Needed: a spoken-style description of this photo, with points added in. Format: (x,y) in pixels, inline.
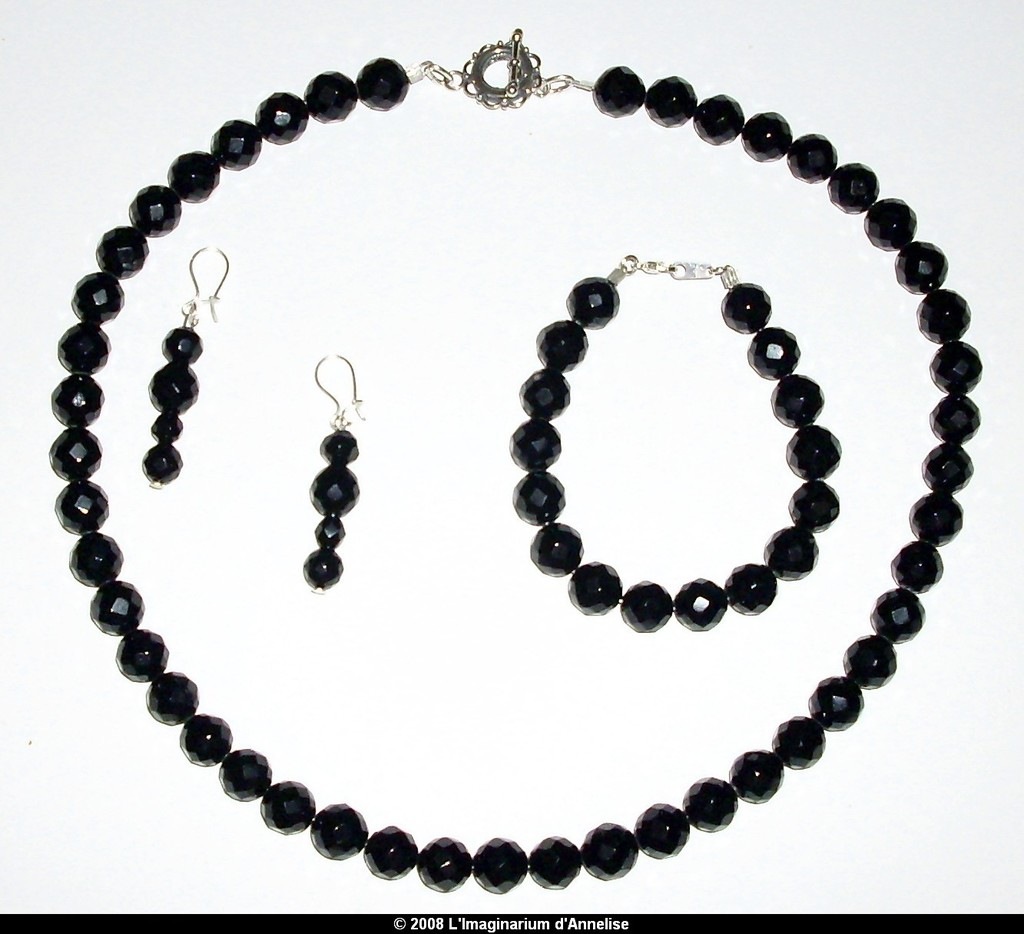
In the center of the image (537,397) we can see one necklace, bracelet (578,579) and earrings (157,383), which are in black color. In the bottom of the image, we can see some text (401,928).
